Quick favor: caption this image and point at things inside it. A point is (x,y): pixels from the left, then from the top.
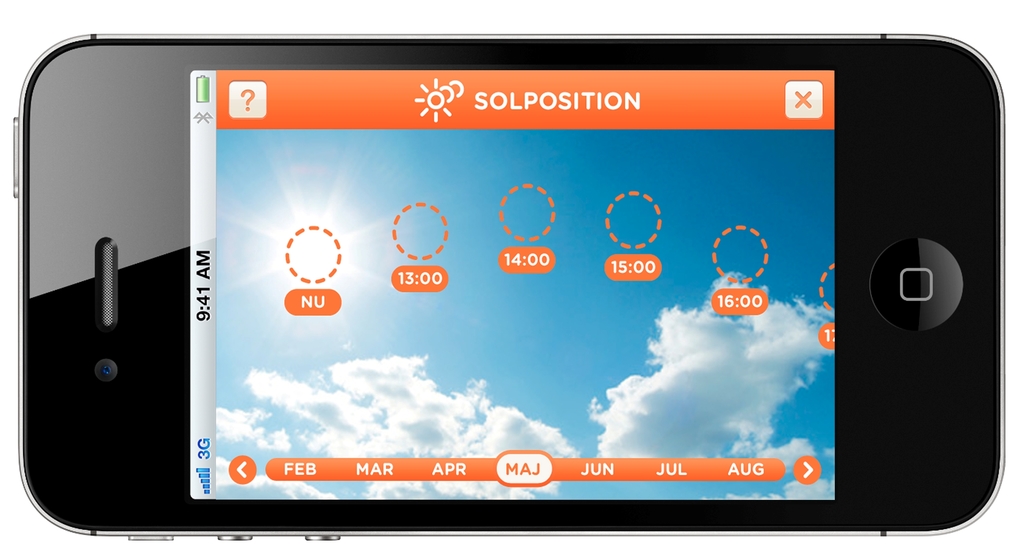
In this image I can see a black color phone (35,334) and in its screen (202,294) I can see something is written at few places. I can also see sun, sky (485,337) and clouds (642,376) in it.
